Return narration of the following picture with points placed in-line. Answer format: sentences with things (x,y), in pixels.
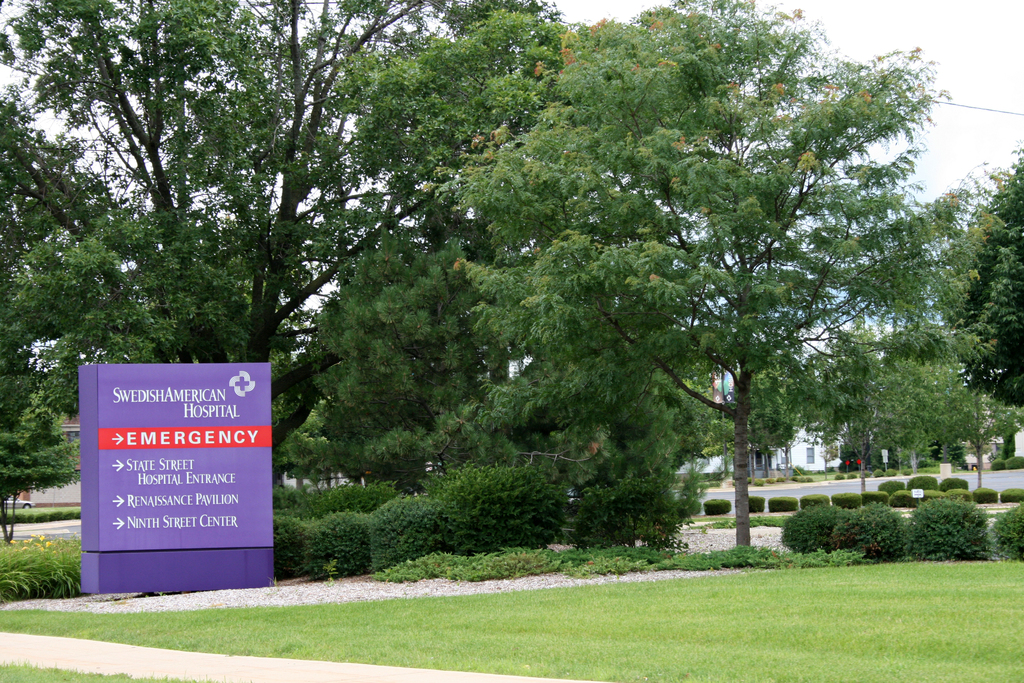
At the bottom of the picture (543,616), we see grass (327,643). Beside that, we see a violet color board (161,498) with text (139,469) written on it. On the board (176,453) "EMERGENCY" is highlighted. Behind that, there are trees (648,470) and shrubs (784,564). In the background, we see buildings (762,466) and the road (882,479). This picture is clicked outside the city.
